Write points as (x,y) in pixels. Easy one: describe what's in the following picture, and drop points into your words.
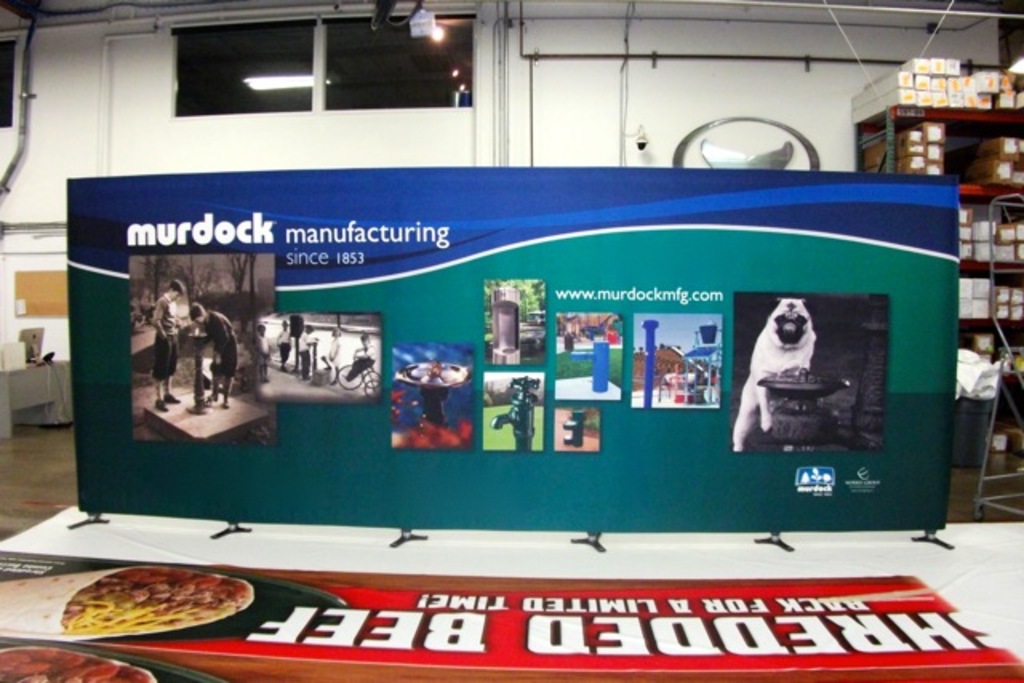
This picture is taken inside the room (678,526). In this image, in the middle (603,432), we can see a hoarding (669,460), on the hoardings (291,417), we can see some pictures (487,436) and some text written on it. On the right side (979,110), we can see a shelf (978,118), in the shelf (968,270), we can see some boxes (995,302). On the left side (39,386), we can see a table (54,376), on the table (61,376), we can see monitor (32,342), laptop (21,348) and some electronic instrument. In the background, we can see a glass window (413,65), lights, camera (638,148). At the top (325,11), we can see some pipes (28,37), at the bottom (880,580), we can also see a hoarding (259,598), on that hoarding (902,614), we can see some text (579,641) and pictures (23,666).
